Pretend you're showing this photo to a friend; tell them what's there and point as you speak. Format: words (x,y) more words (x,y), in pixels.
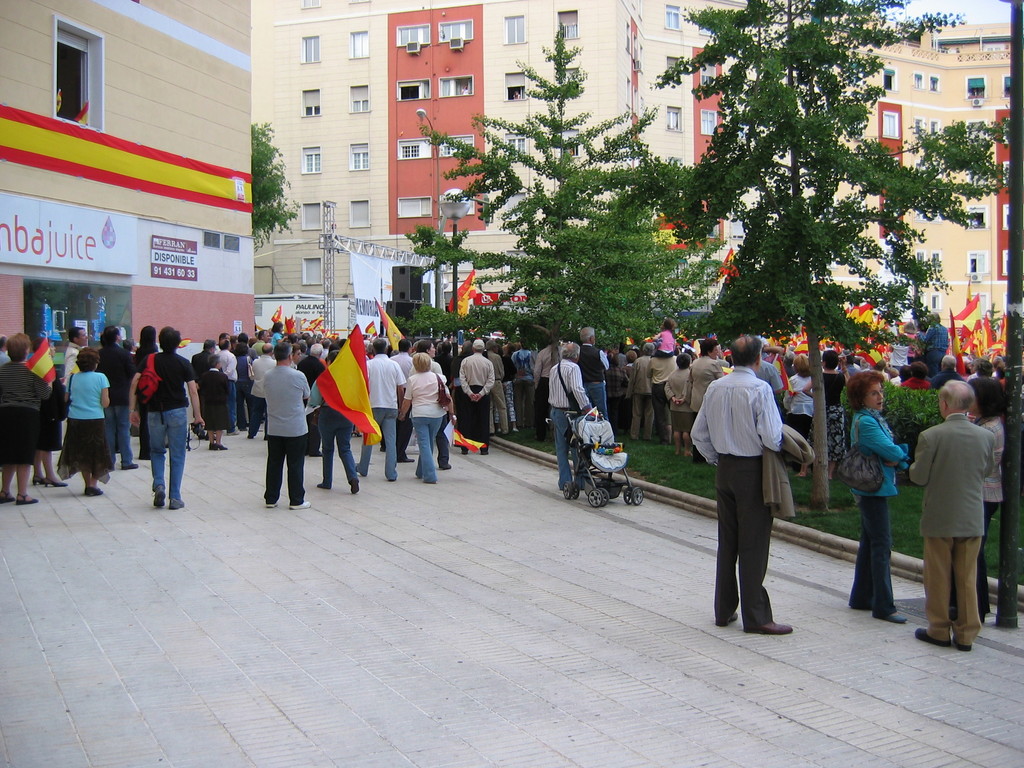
In this picture I can see the path (495,492) and the grass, on which there are number of people (523,355) who are standing and I see that few of them are holding flags (953,351) and I see number of trees (611,154) and plants (903,404). In the background (249,218) I can see number of buildings (487,37). On the left side of this image (73,211) I see a board (62,209) on which there is something written.
